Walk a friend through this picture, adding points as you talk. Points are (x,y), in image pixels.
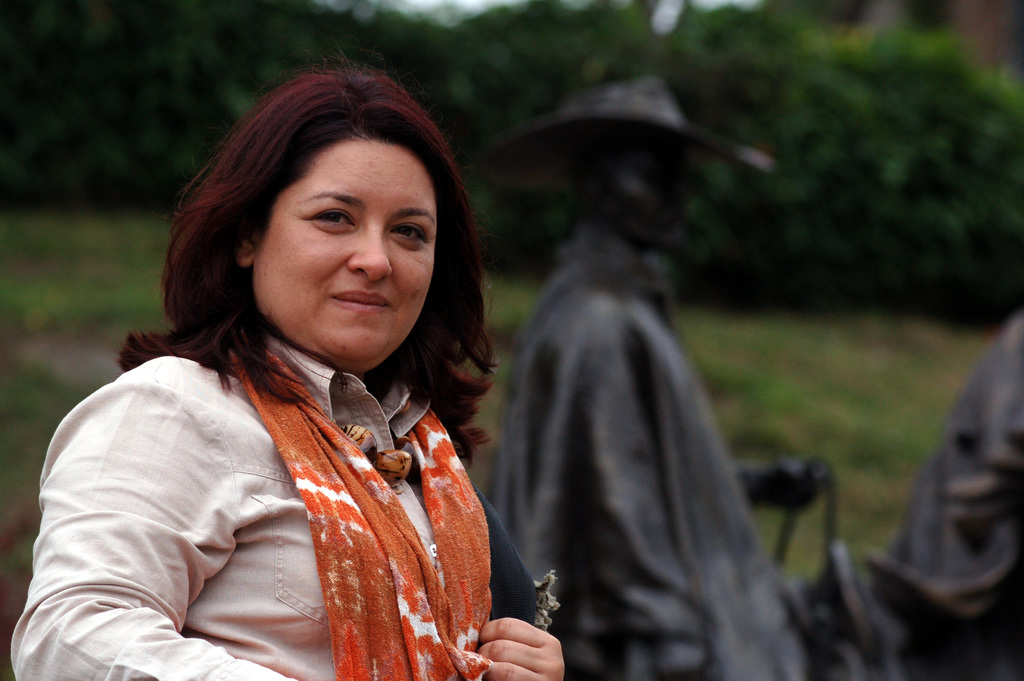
There is a woman (327,421) in white color shirt (254,417) smiling and standing. In the background (639,403), there are two statues (995,626) near grass (129,260) on the ground (897,369) and there are trees (569,69) on the hill (924,335).
